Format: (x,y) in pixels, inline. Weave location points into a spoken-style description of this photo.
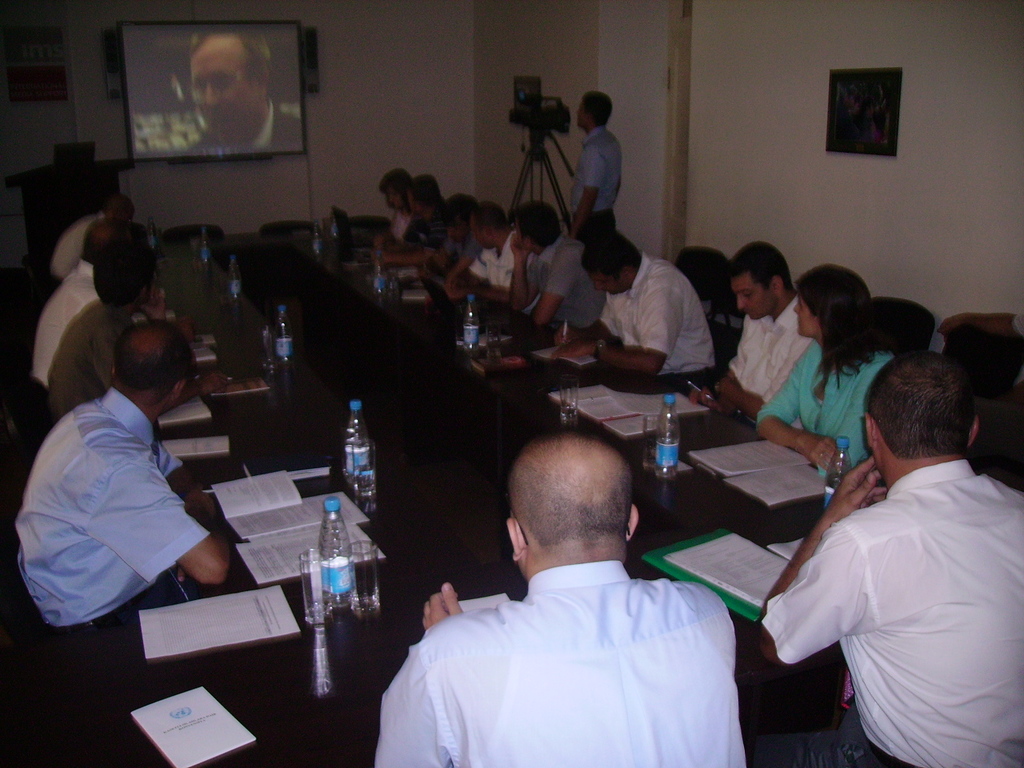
The picture is taken inside a room (184,201) where number of people (549,635) are sitting on the chairs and in front of them there is big table (297,593) and water bottles (349,566) and glasses (353,600) and some books (259,497), papers (259,497) are present and in front of them there is one screen (291,90) and at the corner one person (596,154) is standing and in front of him one camera (546,127) is placed and behind him there is one wall (1007,310) and photo (831,99) is present on it.
